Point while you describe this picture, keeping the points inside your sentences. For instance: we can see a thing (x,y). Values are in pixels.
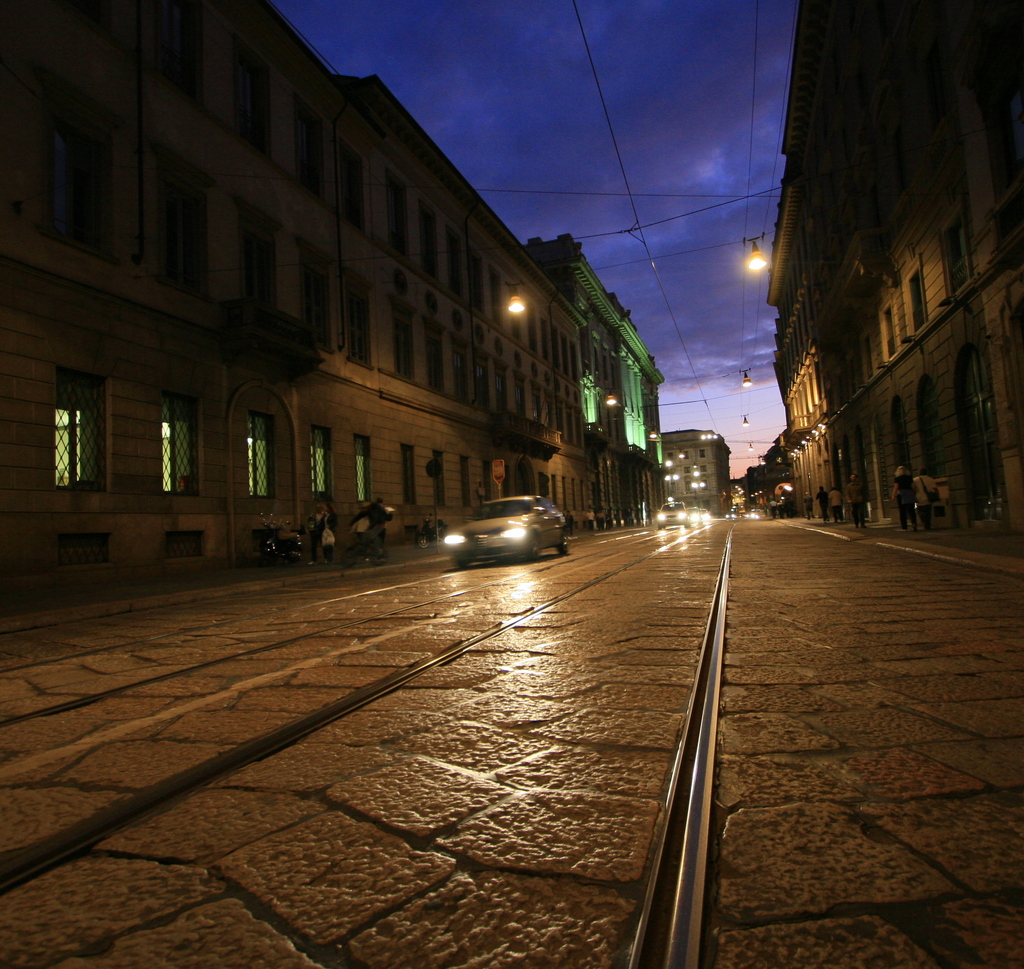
There are cars (499,548) and bikes (278,552) present on the road (888,567) as we can see at the bottom of this image (475,866). We can see the buildings (606,327) and lights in the background (478,440). The sky (571,81) is at the top of this image (573,123).
